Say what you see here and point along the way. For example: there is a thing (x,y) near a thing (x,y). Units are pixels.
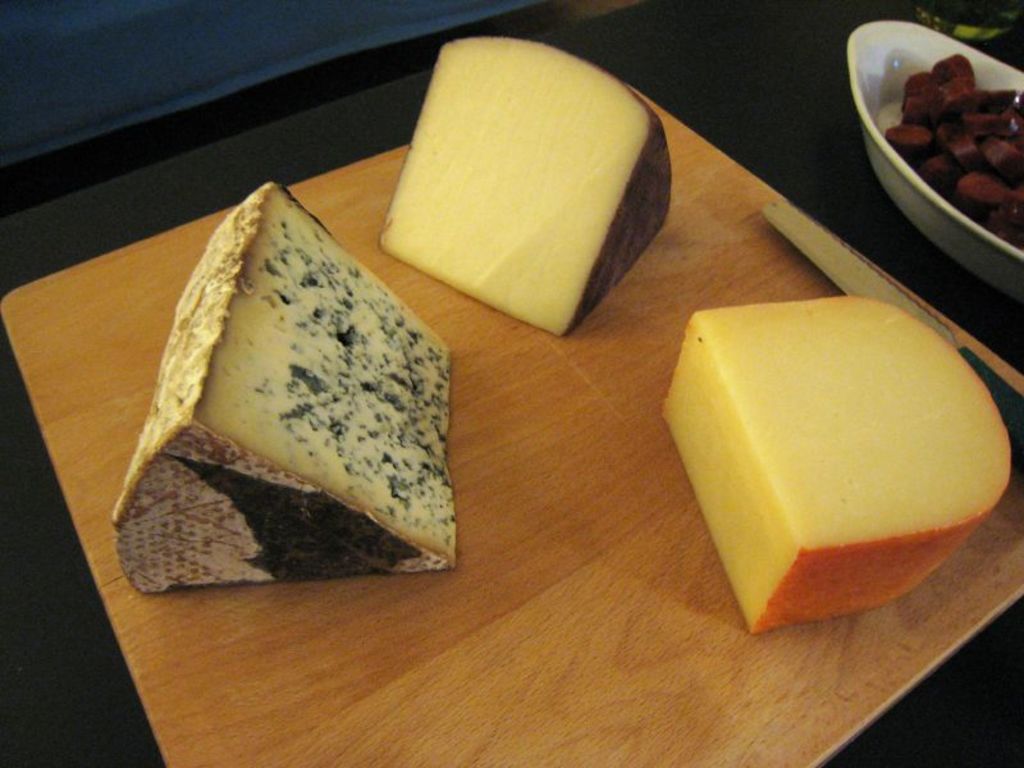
In this we can see some pieces of cheese (368,487) and a knife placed on a table (578,535). We can also see a bowl of chopped sausage (905,174) beside it.
